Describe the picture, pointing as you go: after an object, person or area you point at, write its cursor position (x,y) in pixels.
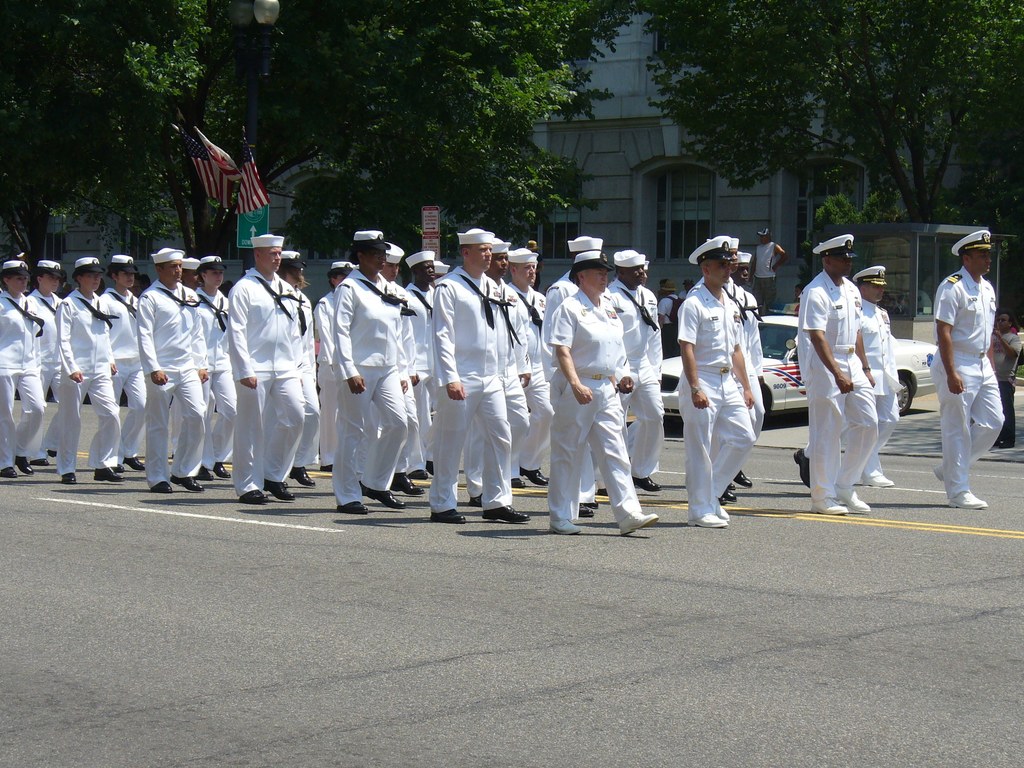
In this image we can see a group of people (963,388) wearing caps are marching on the ground (293,581). On the right side of the image (770,354) we can see a car (791,345) parked on the ground (998,572). On the left side of the image (218,195) we can see flags (256,197) on the pole (251,199). In the background (645,175), we can see a building (779,179) with windows (812,175), a tree (454,221) and sign boards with some text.
